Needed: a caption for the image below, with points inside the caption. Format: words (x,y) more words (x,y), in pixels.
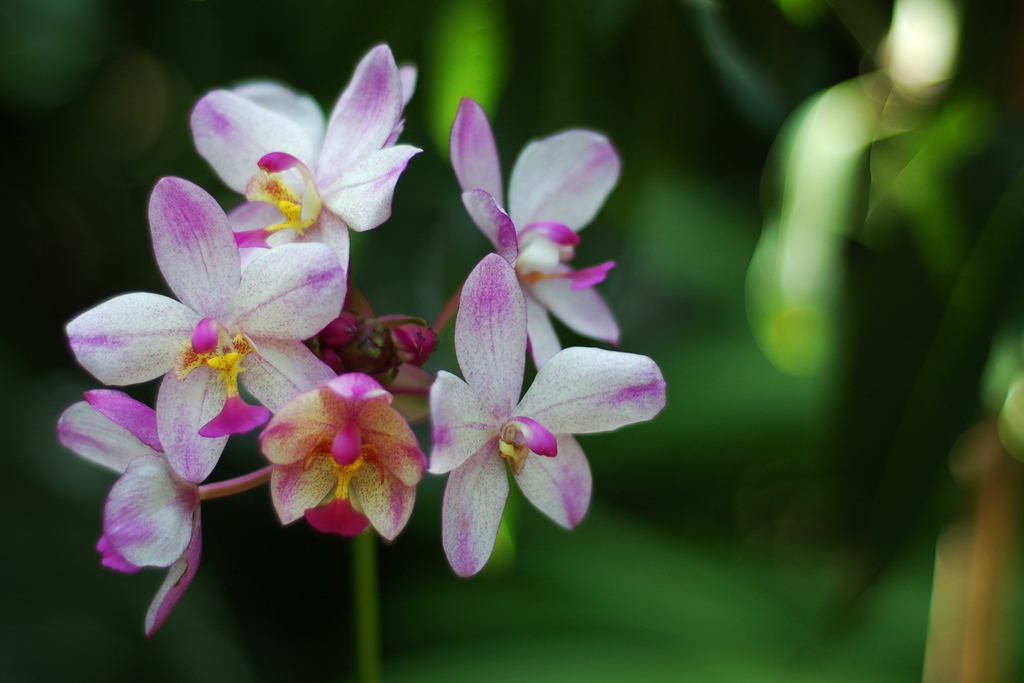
In this picture there are flower (497,332) on the left side of the image (225,167).
